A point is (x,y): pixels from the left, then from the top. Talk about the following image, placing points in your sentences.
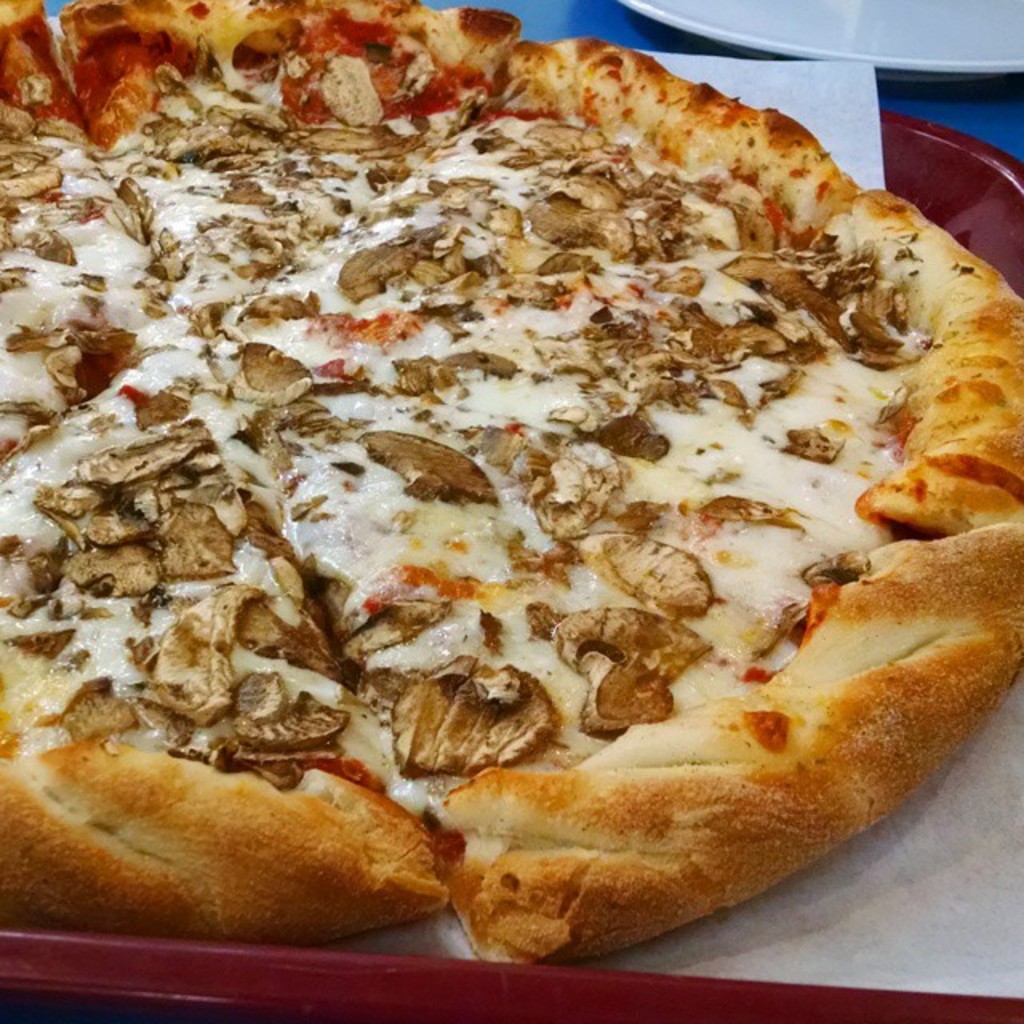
In this image we can see a pizza (561,664) with a paper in a plate (790,1004) which is placed on the surface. On the top of the image (992,46) we can see a plate (877,48).
